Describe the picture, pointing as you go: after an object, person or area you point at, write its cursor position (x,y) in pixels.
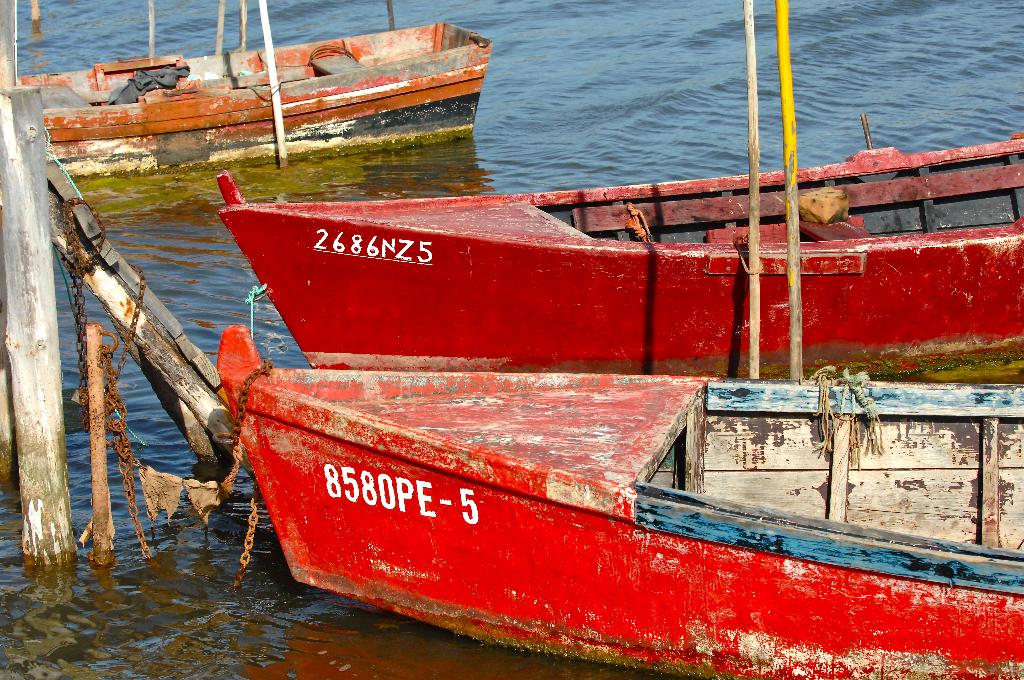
In this image I can see the water (554,159) and few boats (594,298) which are red and orange in color on the surface of the water (693,25). I can see few wooden poles (117,261) and few metal chains (140,301).
